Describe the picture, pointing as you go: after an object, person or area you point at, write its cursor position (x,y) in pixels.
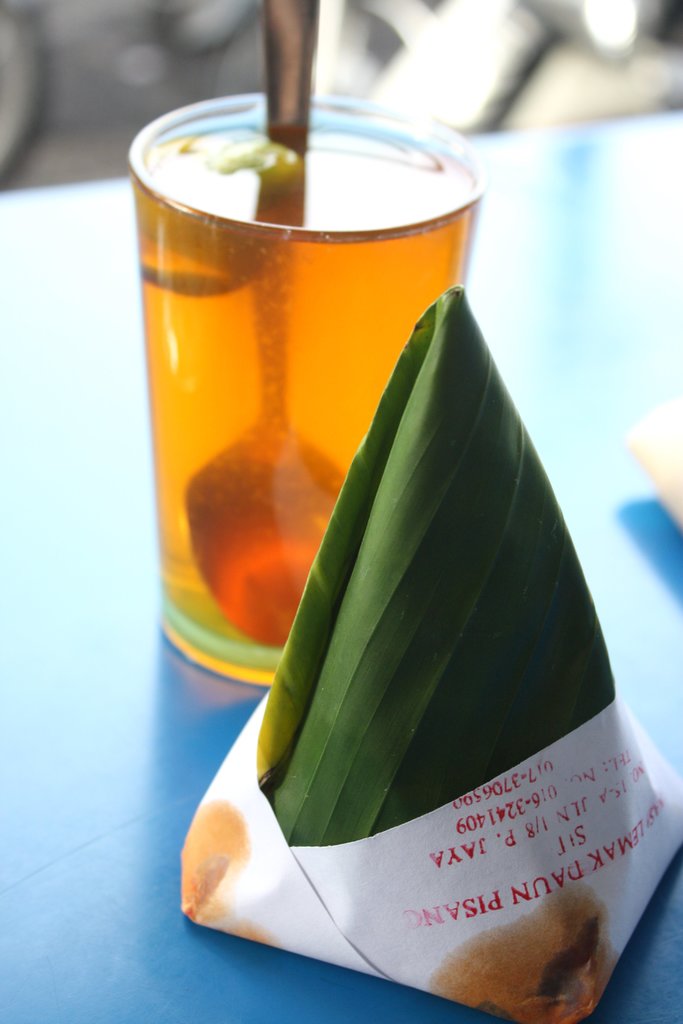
In this image we can see a glass (284,410) containing drink (277,322), spoon (280,285) and some food (354,695) placed on the table (100,787).
